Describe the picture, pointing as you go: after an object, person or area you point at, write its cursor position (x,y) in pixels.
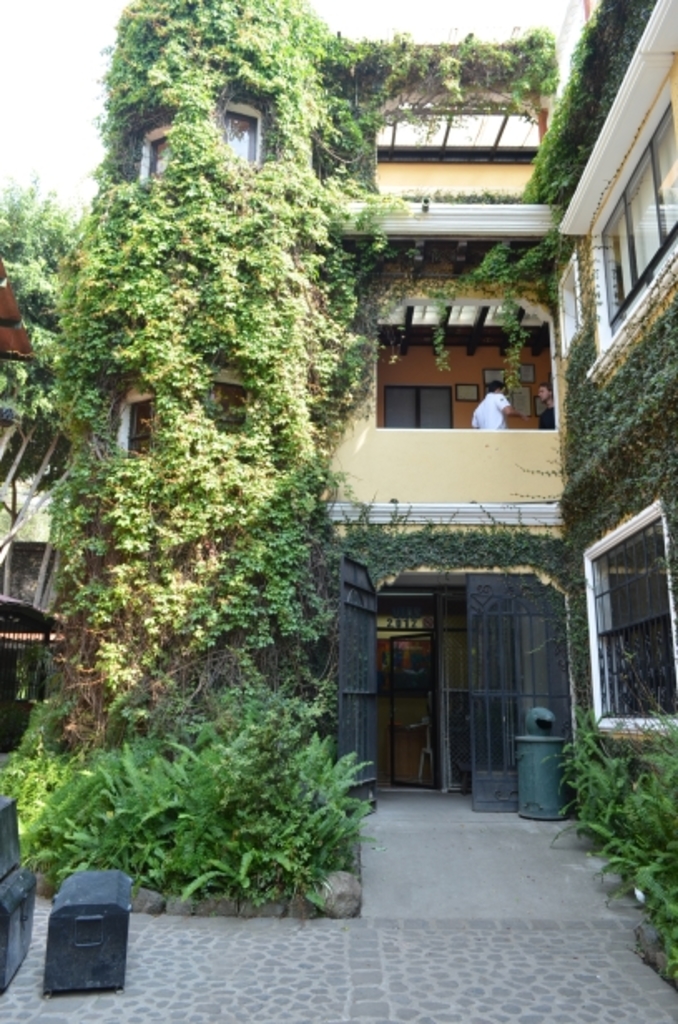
This image is taken outdoors. At the bottom of the image (297,966) there is a floor (404,947). In the middle of the image (272,642) there is a building (416,496) with walls (486,476), creepers (182,563), windows (253,156), balconies (508,440), a door (413,677) and a roof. There are a few plants (603,766) in the ground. On the left side of the image (64,920) there are a few boxes (64,920).
